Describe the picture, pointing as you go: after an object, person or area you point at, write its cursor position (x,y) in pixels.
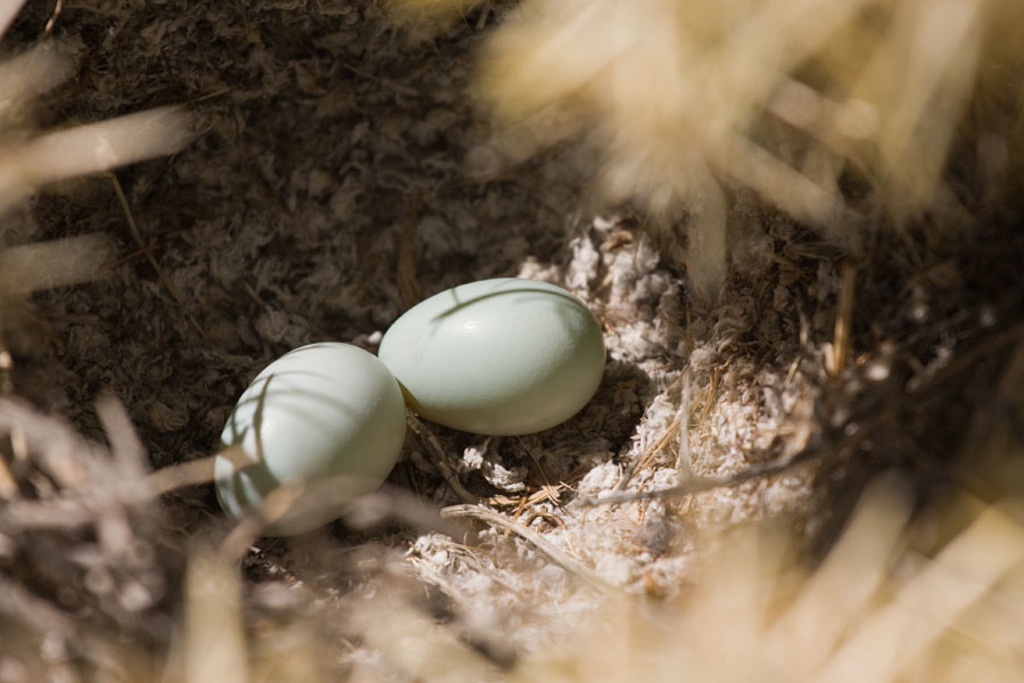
Here in this picture we can see two eggs (418,336) present on the ground (582,430) and around it we can see everything in blurry manner.
